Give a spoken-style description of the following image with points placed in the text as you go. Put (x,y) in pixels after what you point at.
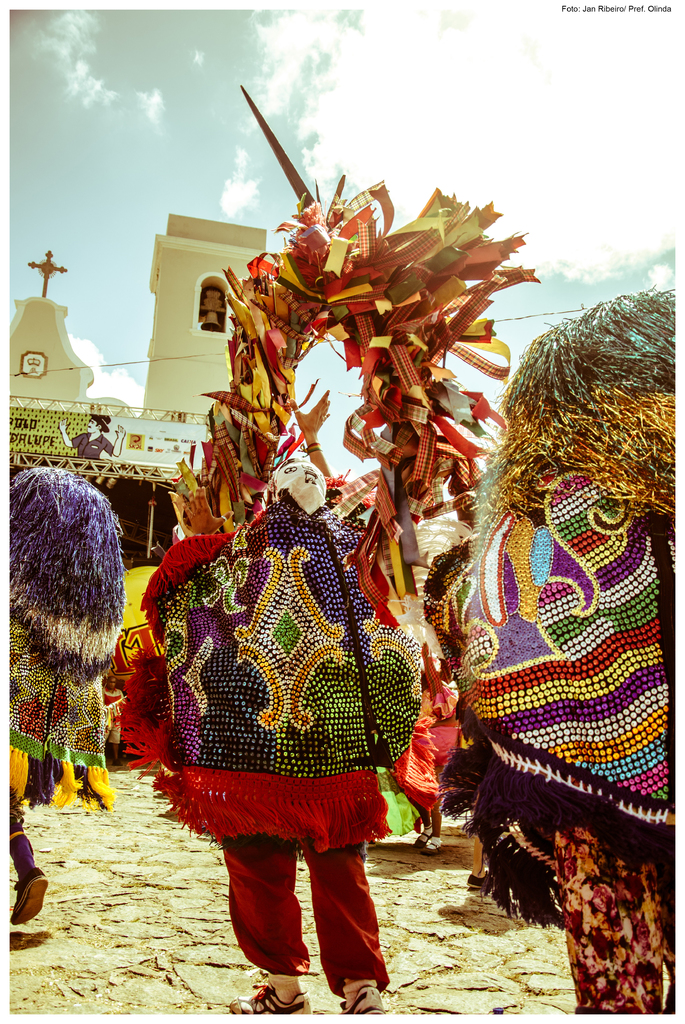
There are three persons (300,608) wearing fancy dress (455,608) and holding an object (364,336) in his hand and there is a building (36,350) in the background (159,320).
